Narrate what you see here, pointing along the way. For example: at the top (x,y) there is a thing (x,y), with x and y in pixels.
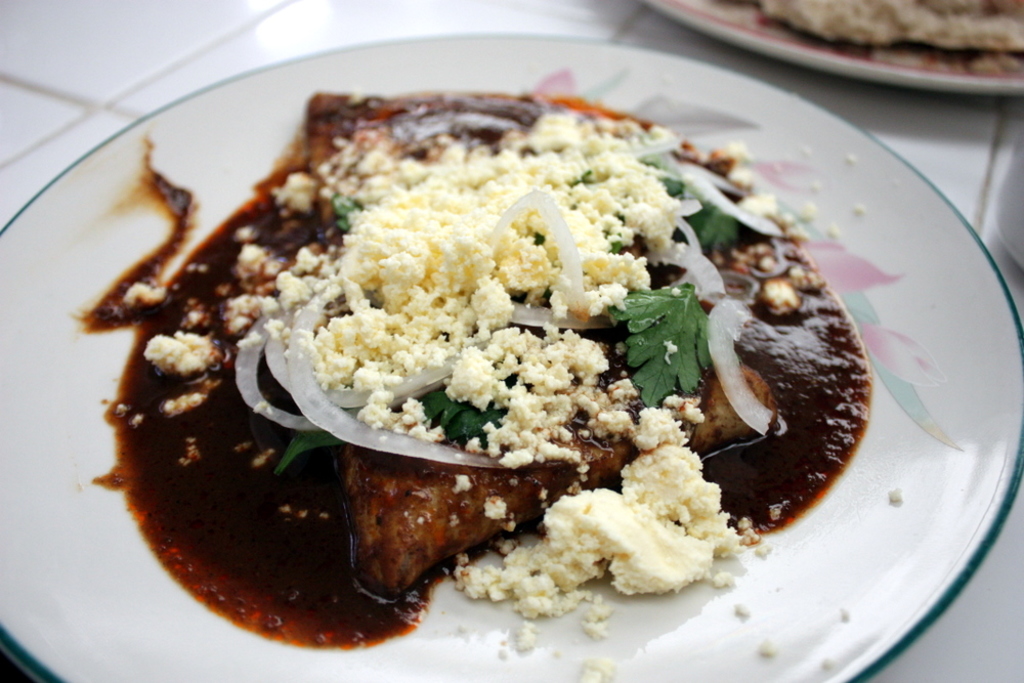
In the image there is a white plate (416,631). On the plate (890,574) there is a food item (283,342) with onion slices (720,351) and coriander leaves (655,317) in it. To the right corner of the image (780,46) there is a plate (734,26) with food item (938,19) in it.
